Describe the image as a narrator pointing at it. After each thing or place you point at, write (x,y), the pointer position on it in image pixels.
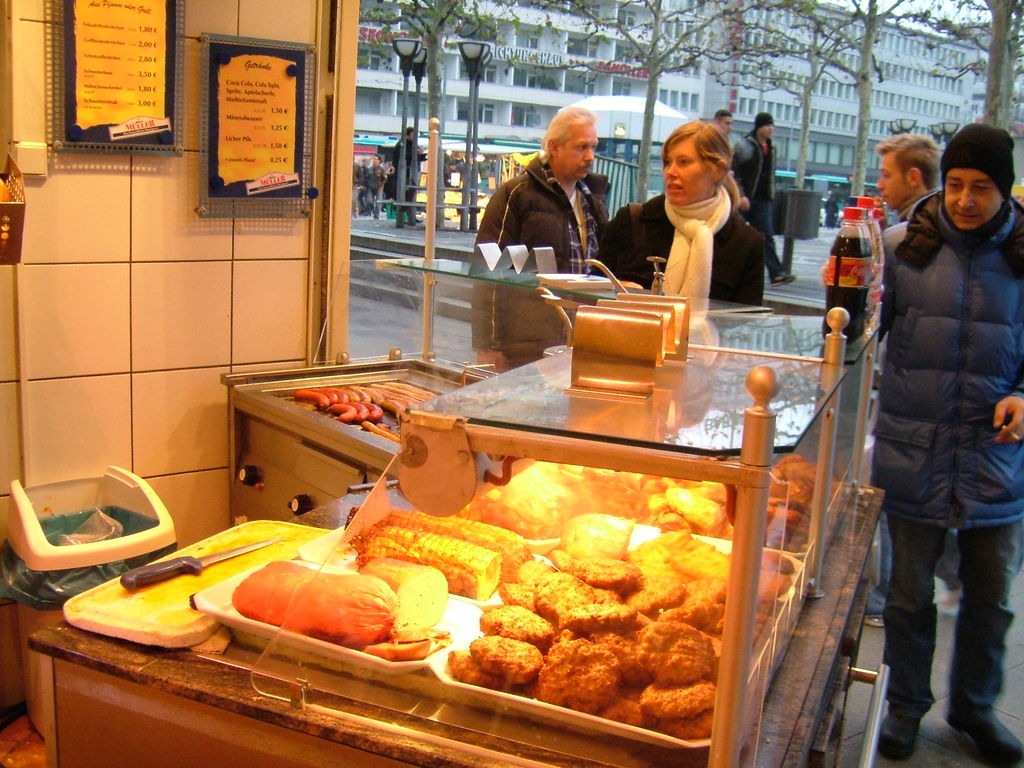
In this image we can see there is a stall (262,463) and a few food items (374,567) are arranged on the table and there are drinks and other objects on the top of the glass (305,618), there is a chopping board (173,557) and knife (158,565) on it, beside that there is a dustbin (102,510) and few frames (62,94) hanging on the wall (145,407). In front of the stall (745,429) there are a few people (938,283) standing, behind them there are few other people (776,265) walking on the road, street lights (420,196), trees (650,104) and buildings (412,85).
